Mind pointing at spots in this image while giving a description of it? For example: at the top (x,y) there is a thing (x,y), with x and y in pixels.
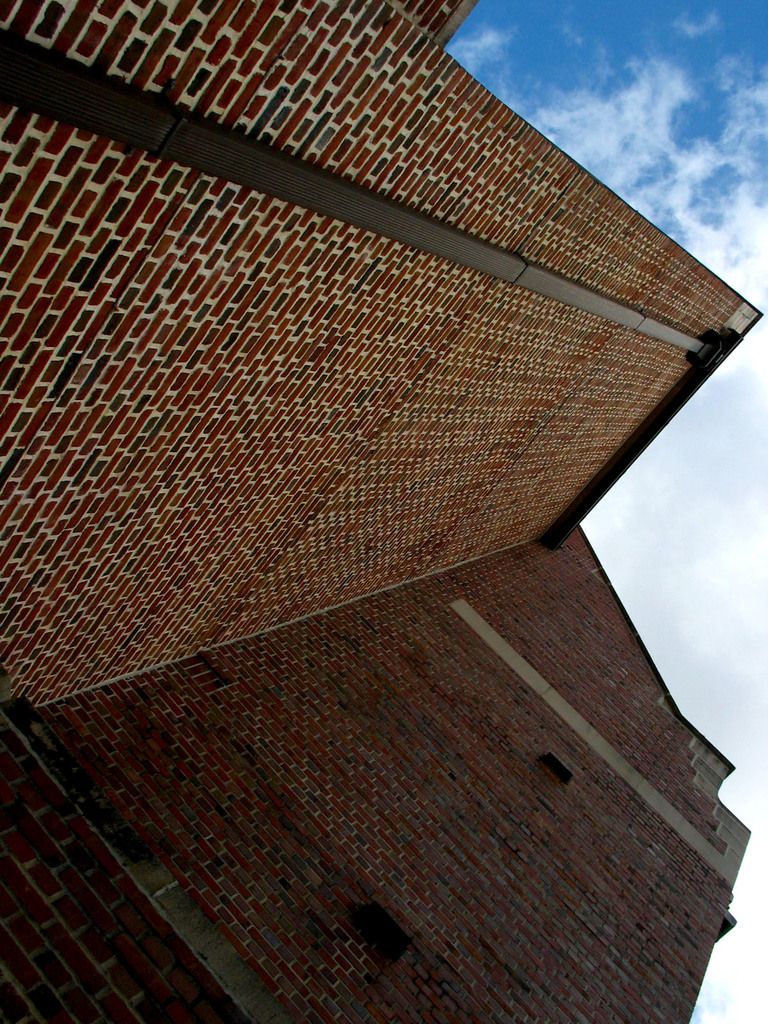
In the image there is a brick building (404,485) in the front (446,558) and above its sky (651,48) with clouds (760,483).
